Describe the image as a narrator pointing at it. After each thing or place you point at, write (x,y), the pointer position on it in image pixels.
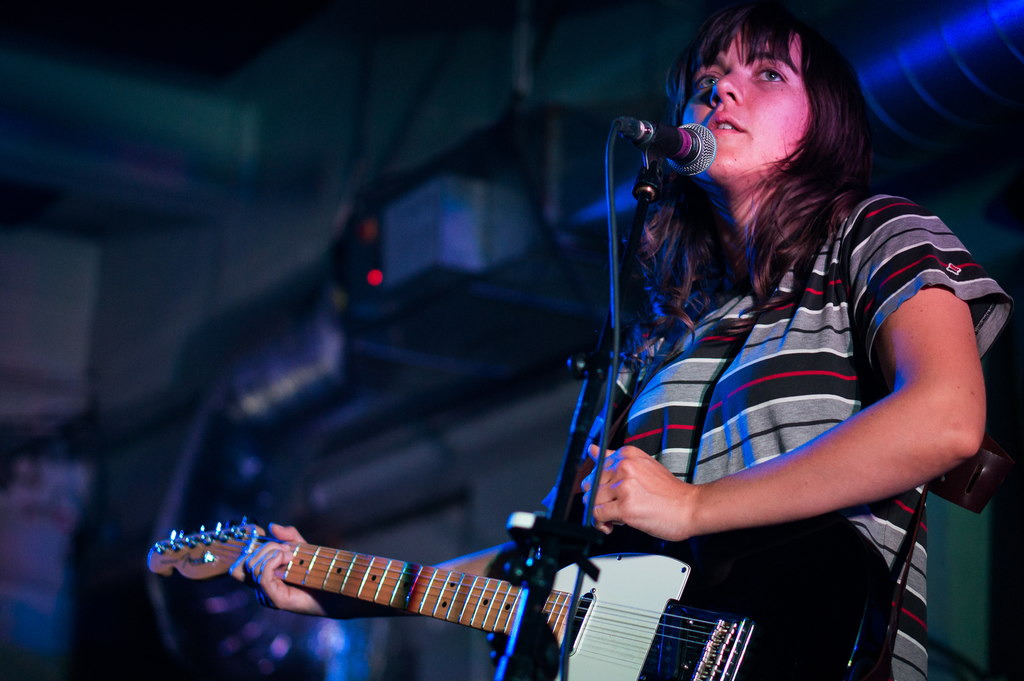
The woman (640,462) is holding a black guitar (641,584) in her hand (656,468) and singing in front of a mike (683,154).
